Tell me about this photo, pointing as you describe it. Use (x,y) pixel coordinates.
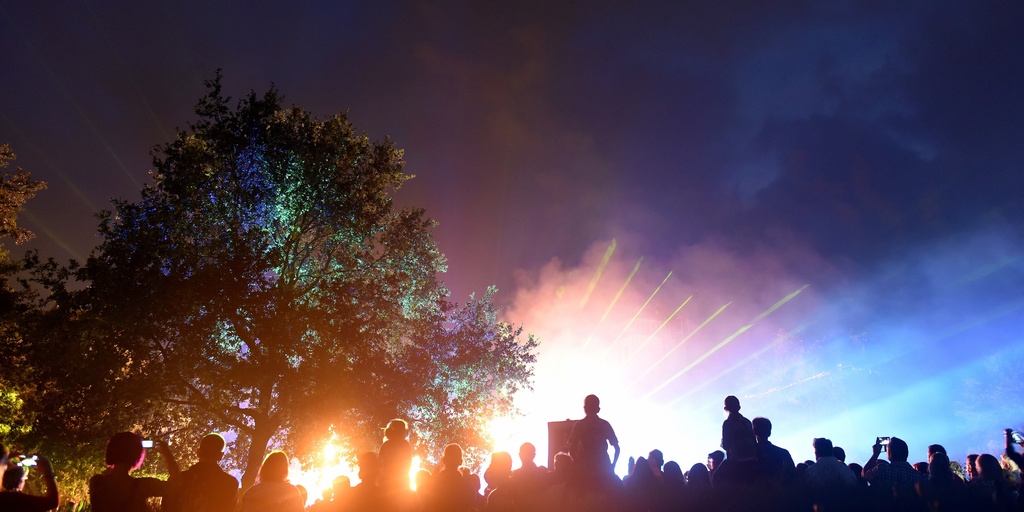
In this picture we can see a group of people (382,479), trees (243,419), fire (339,452) and some objects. In the background (804,449) we can see the sky (418,88).
